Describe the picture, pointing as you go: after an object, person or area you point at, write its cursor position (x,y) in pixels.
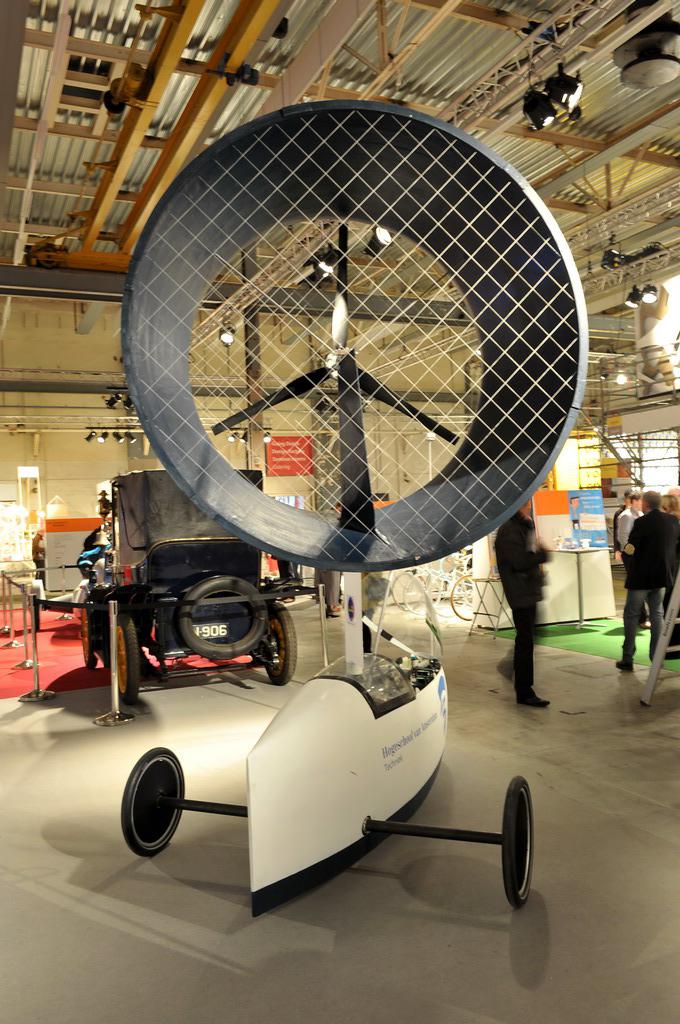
In this image we can see two vehicles (371,785) in a room (544,747), there is an object (341,410) looks like a fan (361,393), there are iron rods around the vehicle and there are few people (642,556) standing in a room (621,704) and lights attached to the ceiling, there is a board (285,462) to the wall (264,462).
